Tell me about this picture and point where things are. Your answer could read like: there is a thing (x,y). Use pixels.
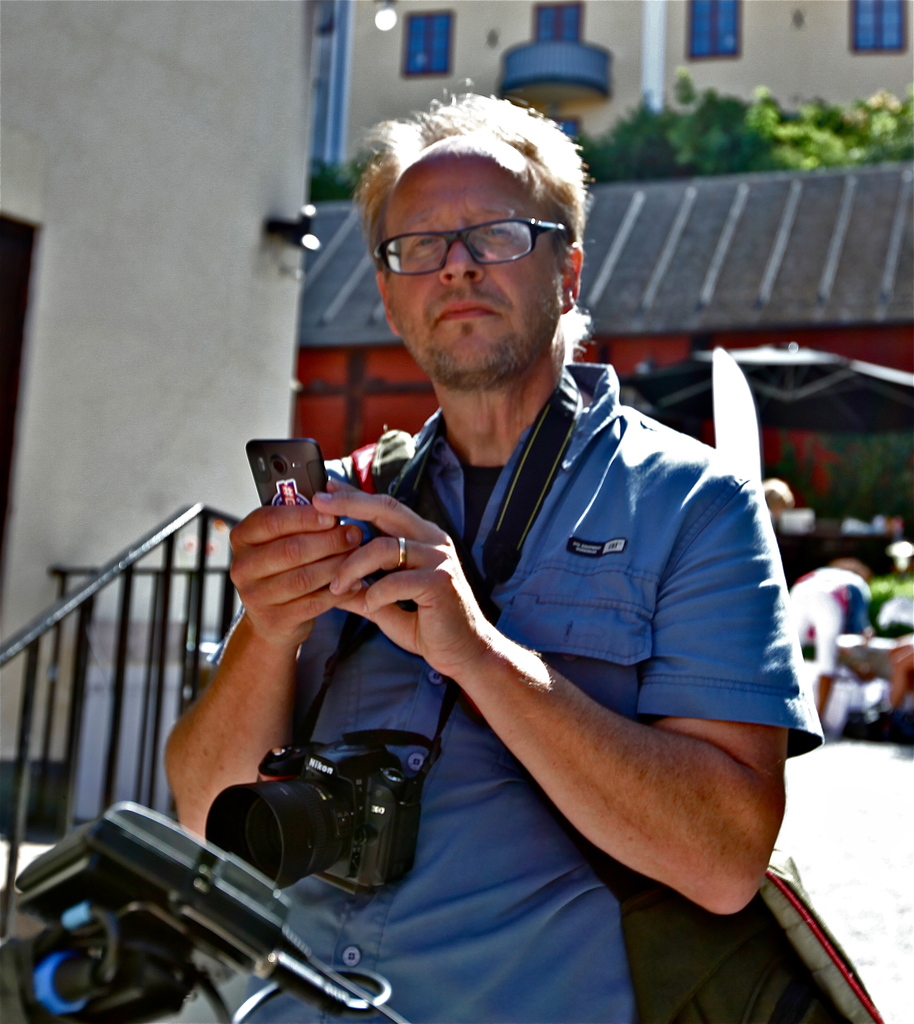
In this picture I can see there is a man (439,766) standing and he is wearing a camera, holding a smart phone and there are a few stairs (48,629) at left (75,733), buildings (784,320) and trees (880,585) in the backdrop (894,585).
